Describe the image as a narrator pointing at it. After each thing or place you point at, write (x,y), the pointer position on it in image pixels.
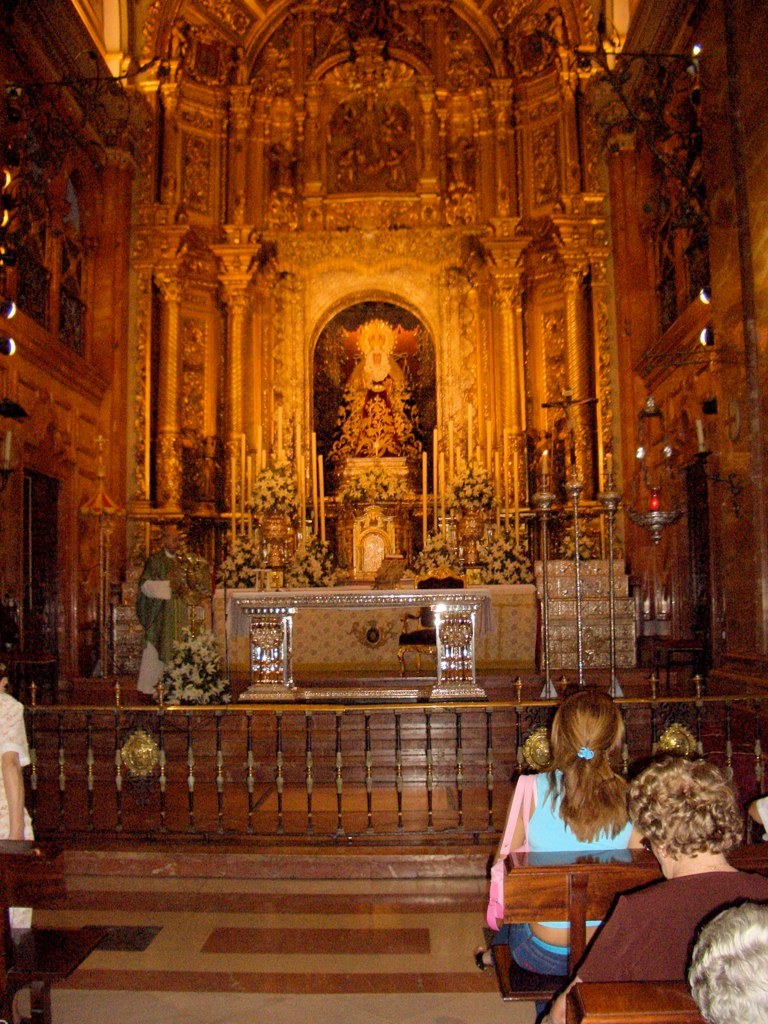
In this image i can see few persons (631,906) sitting on benches (595,873). In the background (183,534) i can see a person (173,534) standing, interior of the building (407,206) and a sculpture (403,420).
